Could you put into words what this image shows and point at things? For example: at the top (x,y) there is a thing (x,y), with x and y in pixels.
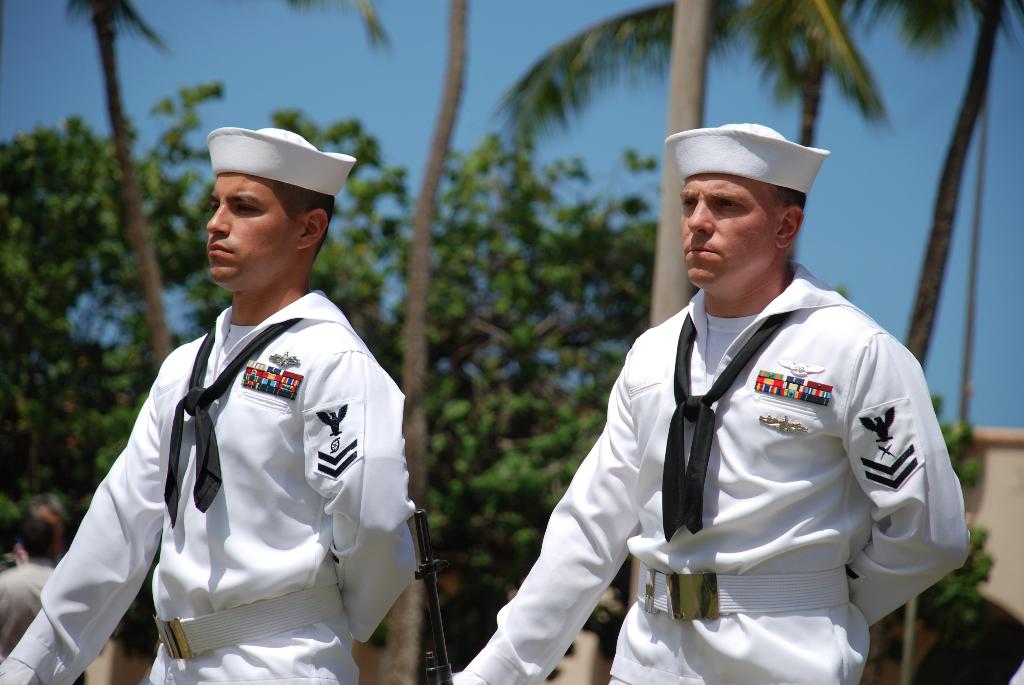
In this image there are two navy officers (672,503) wearing a white color dress (886,506) and the white hat (727,161) on the head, standing with the black color guns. Behind there are some coconut tree (426,311) and plants (21,437).
